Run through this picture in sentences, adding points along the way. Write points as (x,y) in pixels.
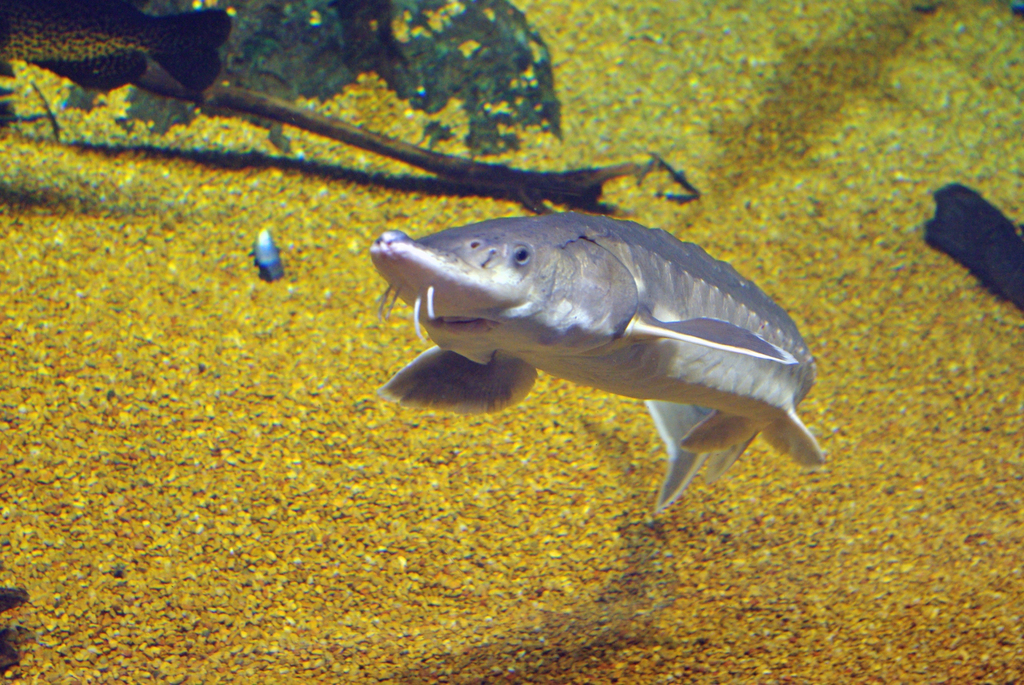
In this picture we can see a fish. In the top left corner (155,33) we can see partial part of a fish (195,27).
